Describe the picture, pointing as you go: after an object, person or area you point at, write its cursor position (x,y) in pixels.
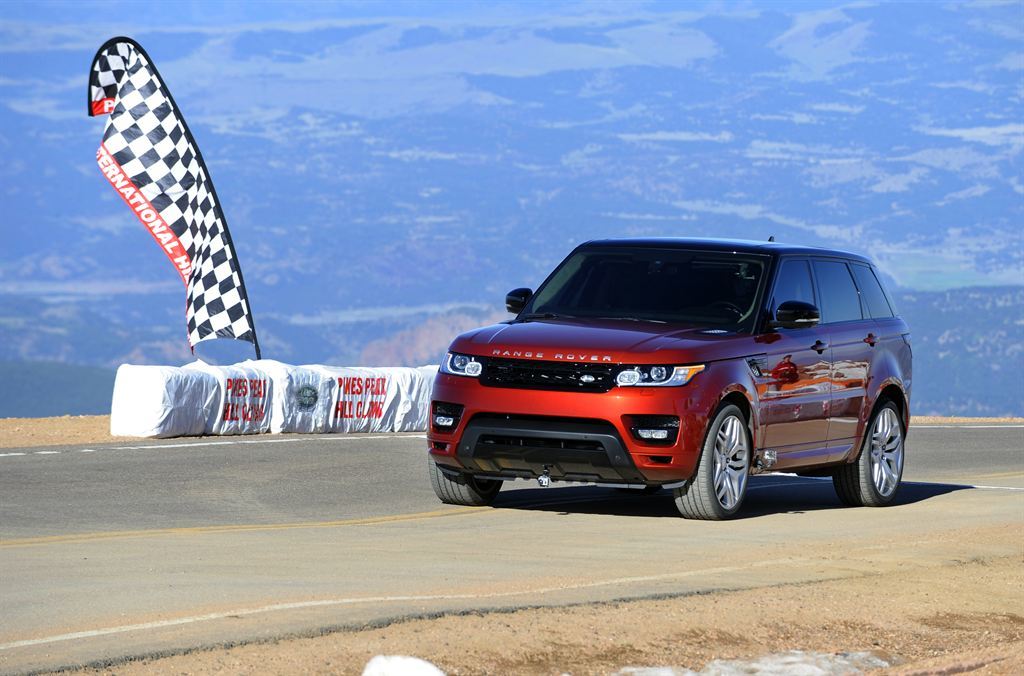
In this image on the right side (893,455), I can see a red car (685,507) on the road (603,564) and on the left side (160,131) I can see a black and white flag (209,303).
